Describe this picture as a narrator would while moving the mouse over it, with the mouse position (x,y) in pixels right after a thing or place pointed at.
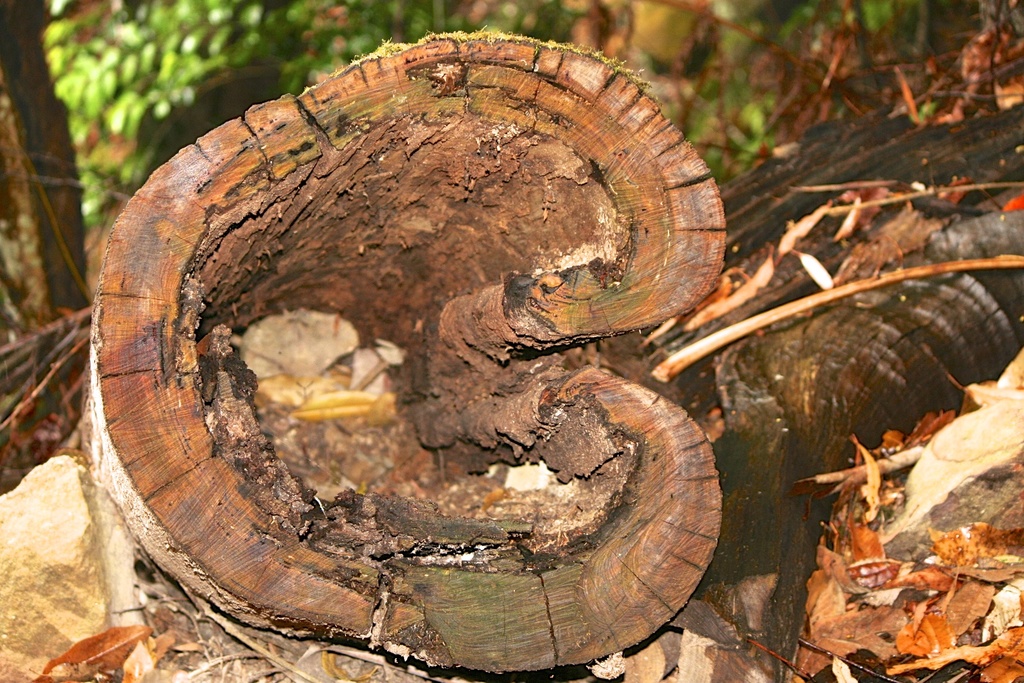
In this image we can see the wood log (307,176) placed on the ground (700,620). In the background (78,132), we can see a group of trees (246,99).
